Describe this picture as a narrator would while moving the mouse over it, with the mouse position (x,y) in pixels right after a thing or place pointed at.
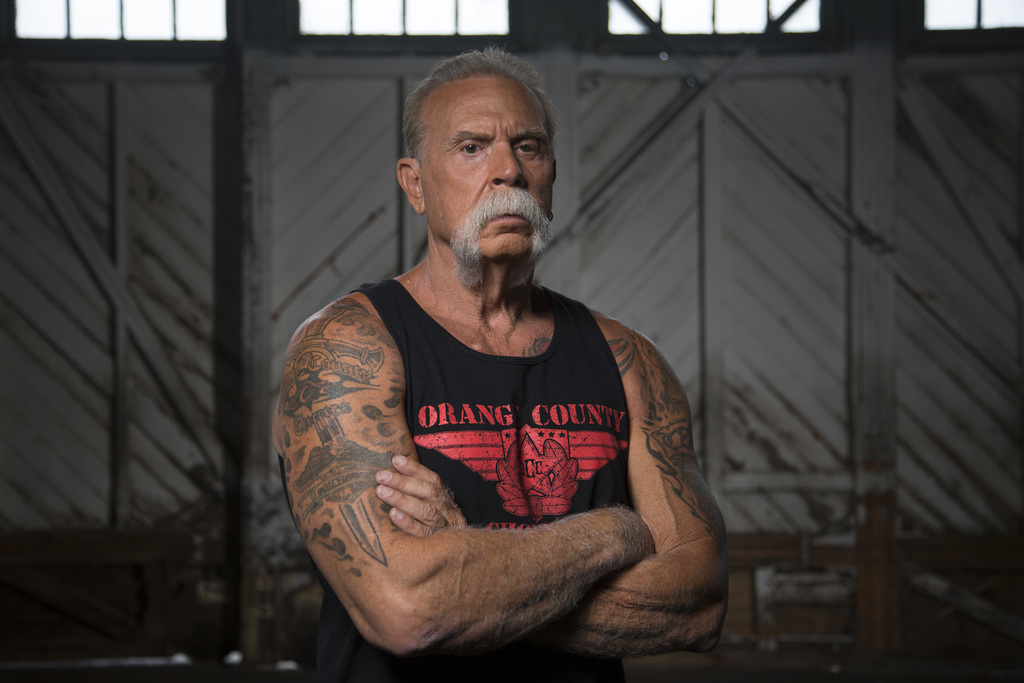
In this given image, We can see a old person (607,349) with mustache (533,253) after that, We can see a door (683,111), sky (434,26).
